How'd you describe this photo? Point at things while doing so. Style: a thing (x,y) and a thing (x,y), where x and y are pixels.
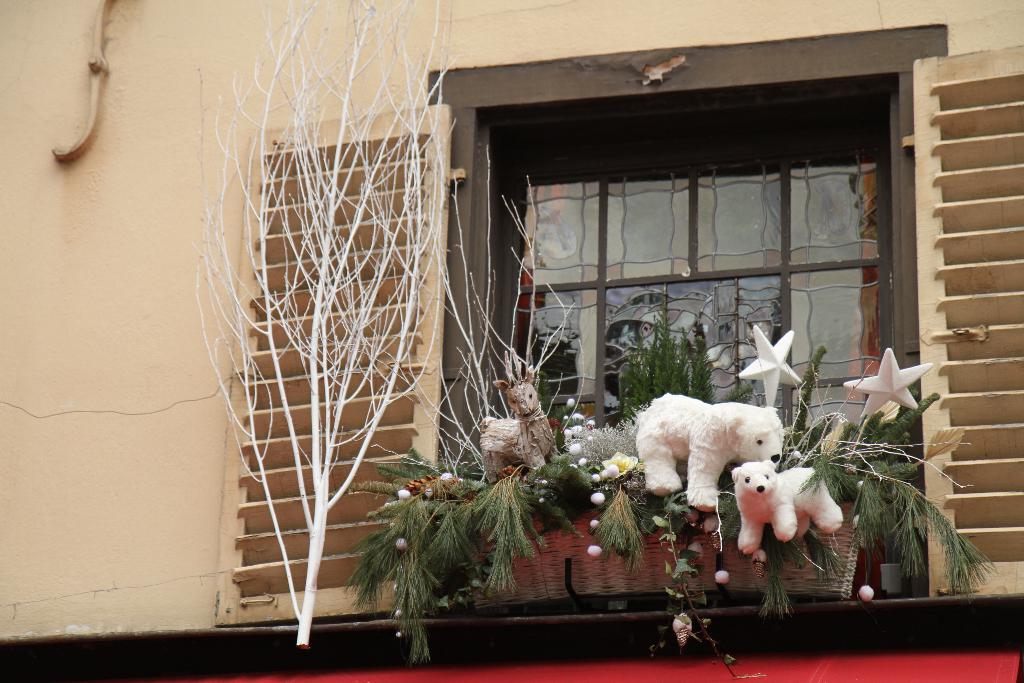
This image consists of a window (549,370) in which there are plants (555,516). To the left (88,273), there is a wall (123,340). And there are two dolls (732,459) kept in the plants (570,504).
